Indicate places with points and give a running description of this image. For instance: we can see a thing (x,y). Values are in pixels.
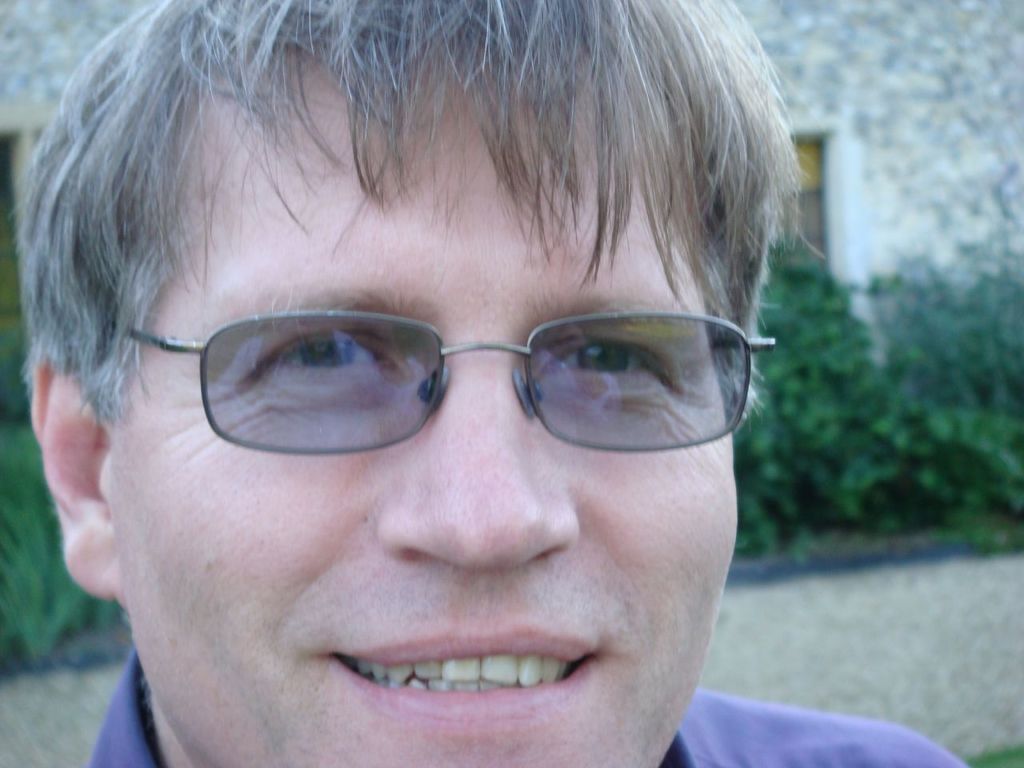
In this picture we can see a man (561,622) is smiling, he is wearing spectacles (433,392), in the background (864,55) there is a wall (881,47) and some plants (890,462).
